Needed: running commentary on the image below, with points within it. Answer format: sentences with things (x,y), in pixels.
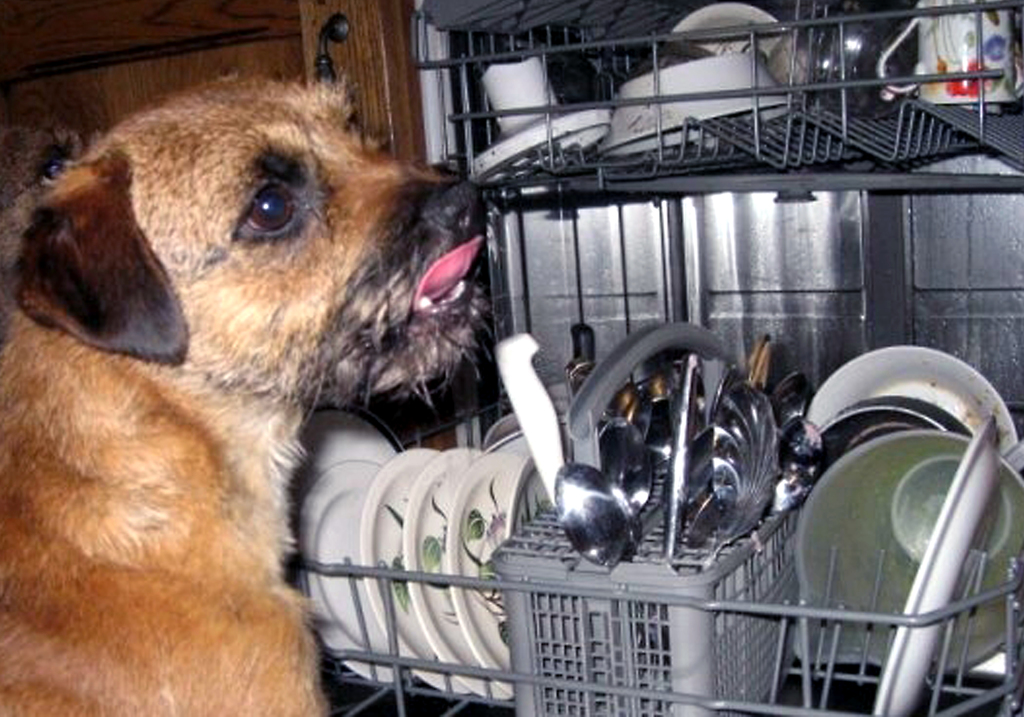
In this image I see a dog (1,358) which is of cream and brown in color and in the background (563,189) I see the racks (540,51) in which there are plates (969,521), spoons (727,519), cups (999,41) and other utensils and I see the brown color thing (144,52) over here.
